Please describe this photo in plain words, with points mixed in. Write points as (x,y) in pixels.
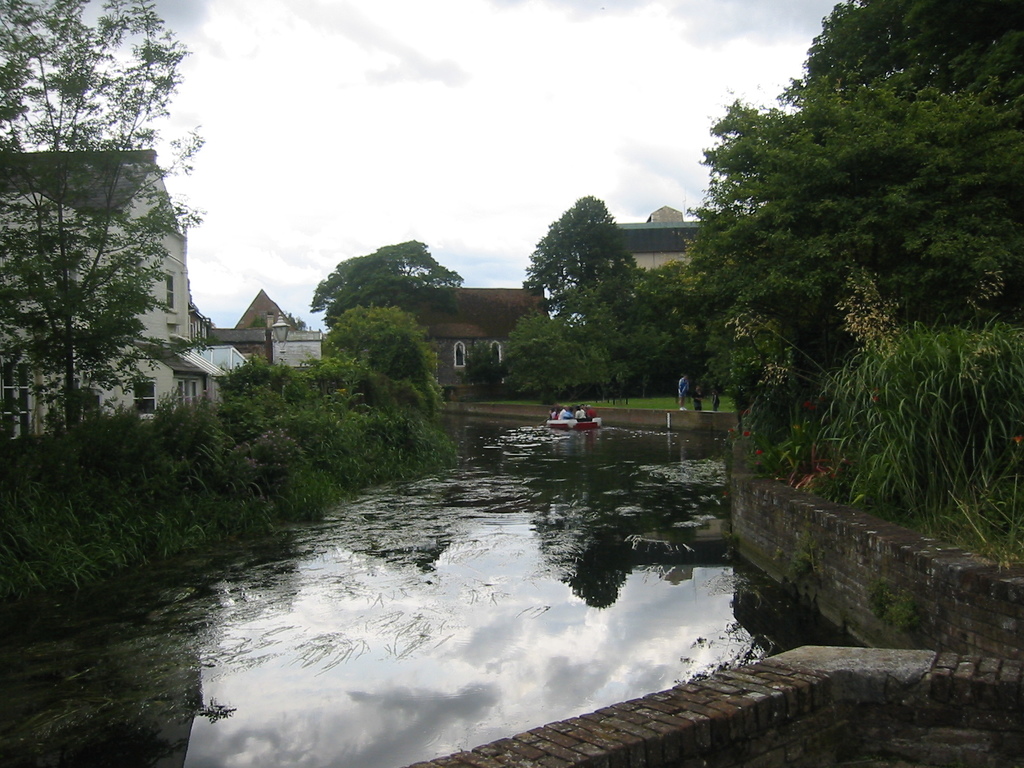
In this image we can see the people (570,416) in the boat (589,423), which is on the surface of the water (578,441). We can also see the wall (632,721), plants (970,341), trees (995,81) and also the houses (106,281) and grass (626,401). Sky (219,137) is also visible with the clouds (485,120).
